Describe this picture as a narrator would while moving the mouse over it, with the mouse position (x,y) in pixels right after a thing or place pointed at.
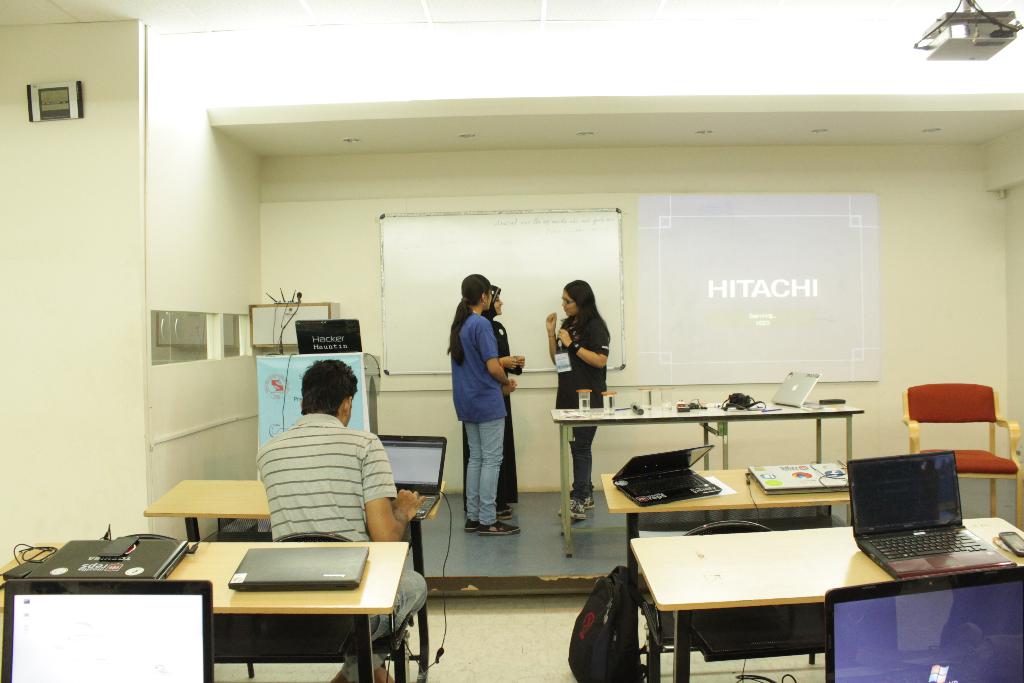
In the middle (560,322) three women (572,335) are standing and talking to each other behind them there is a white color board (446,234) on the right (716,197) it's a projector screen (746,208) in the left (321,462) a man (366,515) is sitting on the bench (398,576) and working in the laptop (429,504).
